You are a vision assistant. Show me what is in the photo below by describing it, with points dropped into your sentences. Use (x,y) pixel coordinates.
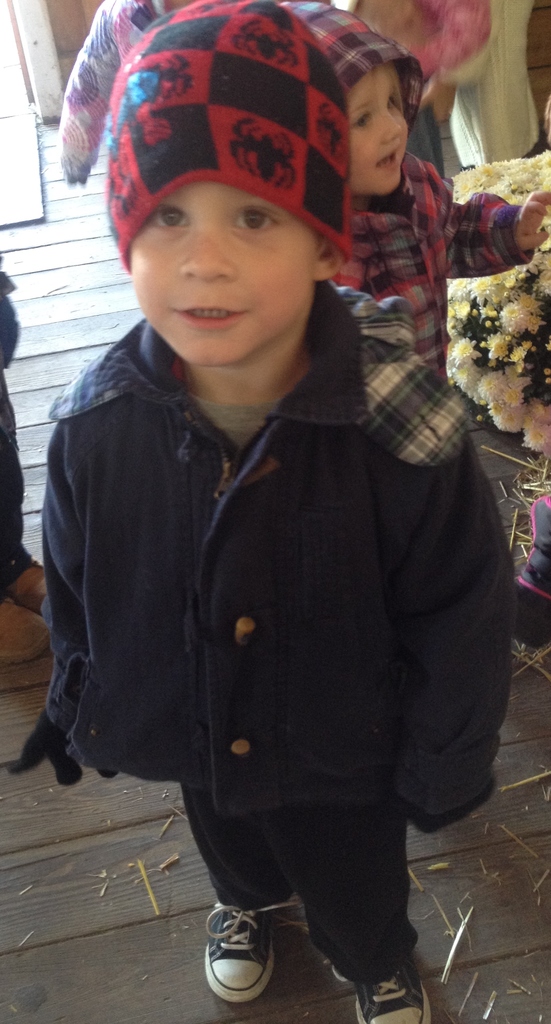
In this picture we can observe a boy (265,738) standing on the wooden surface (83,848). He is wearing a jacket (256,519) and a red color cap (208,112) on his head (196,111). Behind him there is a girl (391,278) standing. We can observe some flowers (519,271) on the right side (523,184).
